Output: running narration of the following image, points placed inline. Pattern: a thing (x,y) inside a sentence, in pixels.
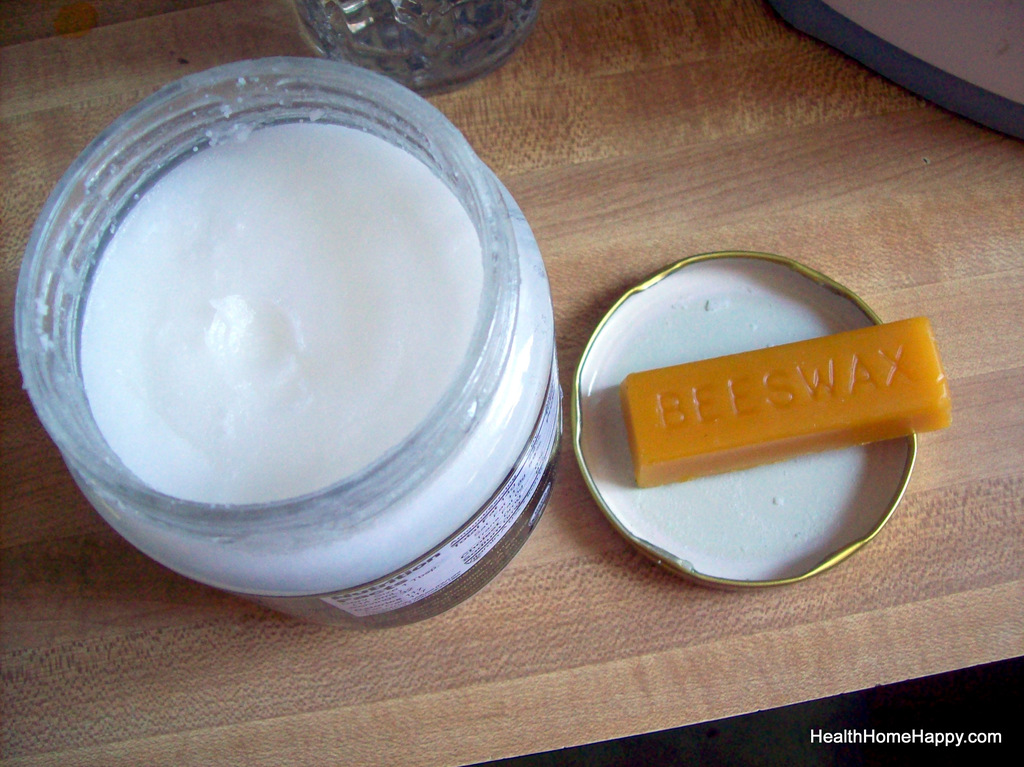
In this picture we can see a glass bottle (377,579), beside it there is a cap (730,518), at the bottom (615,616) we can see a wooden surface (616,664), there is some text (939,735) at the right bottom (914,739).
